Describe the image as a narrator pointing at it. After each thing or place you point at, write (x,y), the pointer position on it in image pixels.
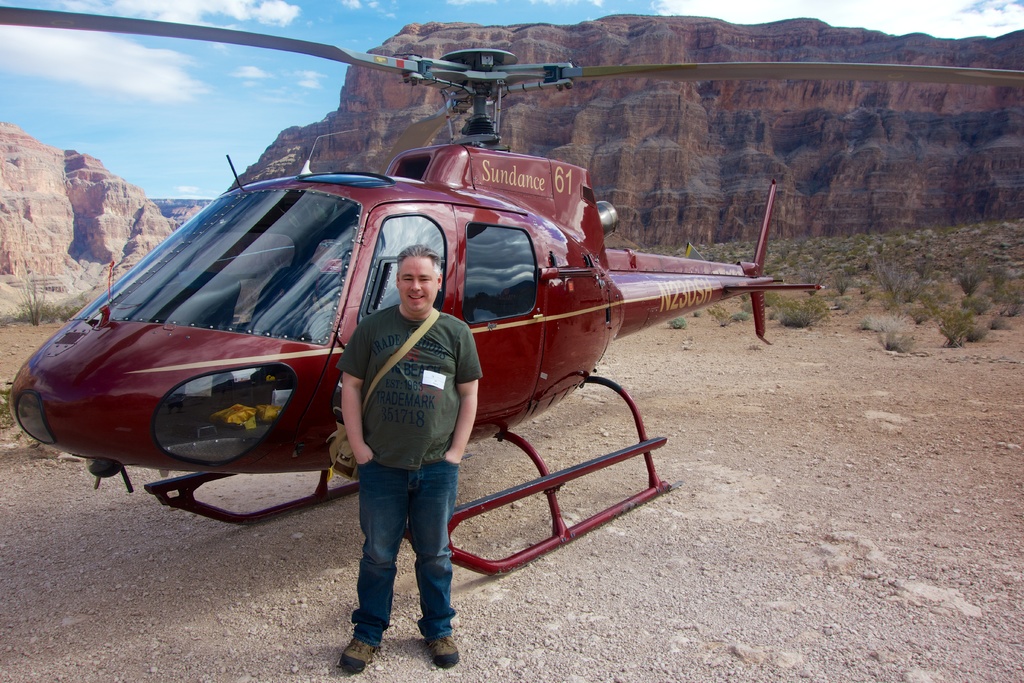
In this image we can see a helicopter (557,331) and a man (427,363) standing in front of the helicopter (540,370) and in the background (431,113) there are mountains (792,99) and a sky (193,65) and there is grass (875,274) on the ground (864,358).
